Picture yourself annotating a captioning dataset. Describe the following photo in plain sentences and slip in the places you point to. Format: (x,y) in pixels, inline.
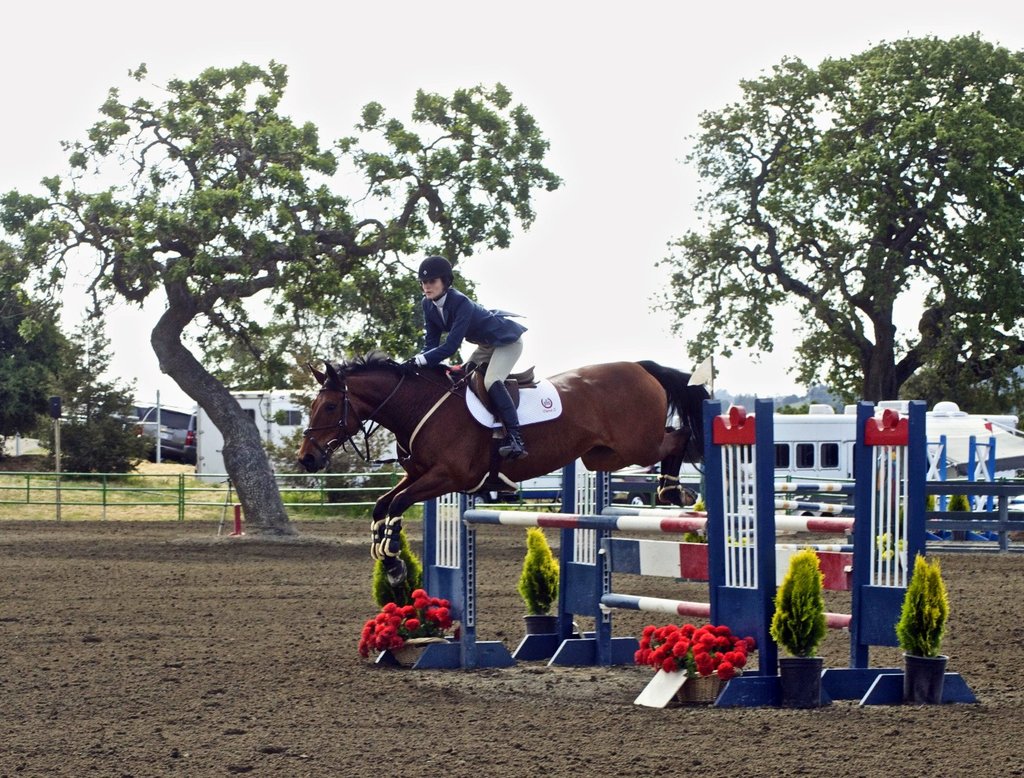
In this image, we can see a person (498,387) sitting on the horse (590,395) and the horse (656,454) is taking a jump, we can see some plants (790,565) and trees (1010,320), there is sand (450,744) on the ground (498,758), at the top (534,24) we can see the sky (522,36).
